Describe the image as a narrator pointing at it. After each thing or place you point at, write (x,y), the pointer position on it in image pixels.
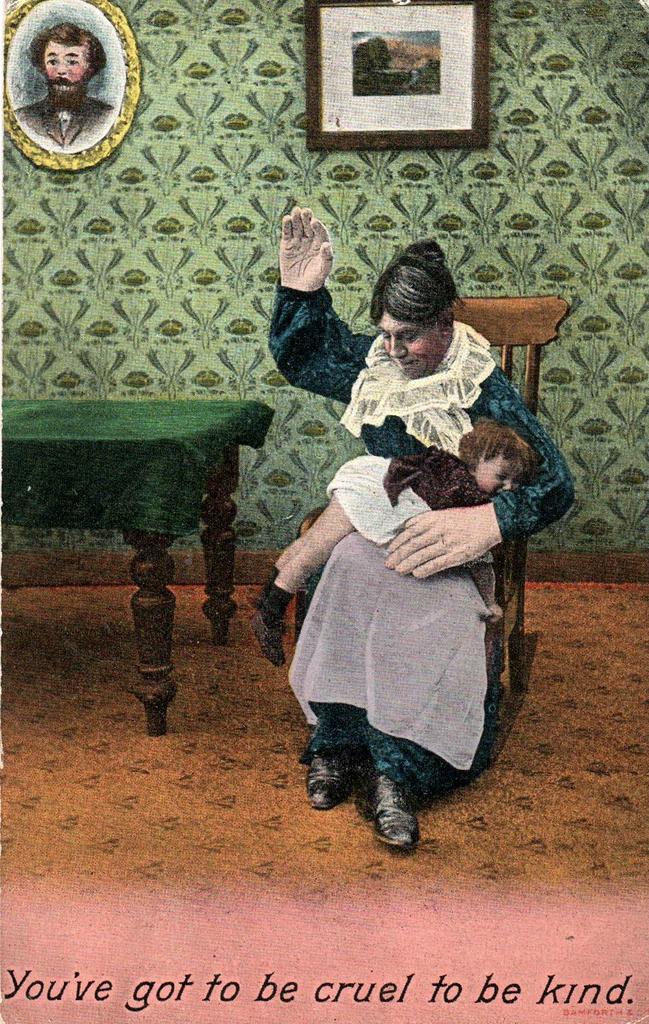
I can see this is a poster. In the poster there is a chair (506,578), a table (226,578), a person (355,556) and a child (265,597). There are photo frames (444,16) attached to the wall (486,291). Also at the bottom of the image (59,993) there is some text (51,995) on it.
